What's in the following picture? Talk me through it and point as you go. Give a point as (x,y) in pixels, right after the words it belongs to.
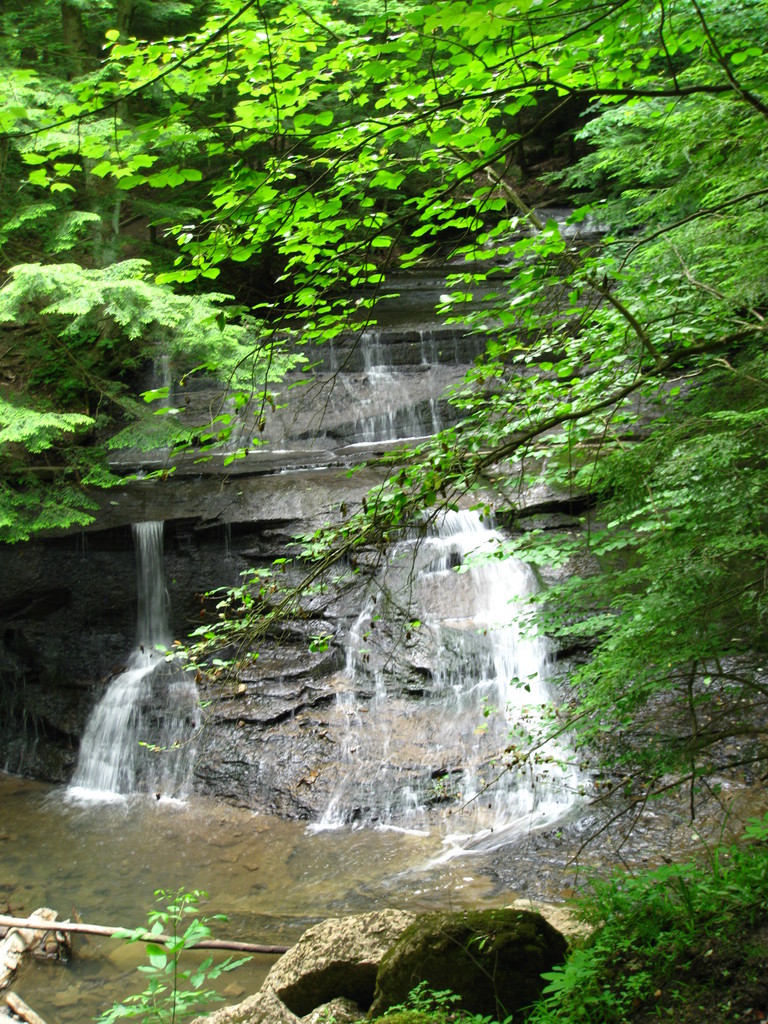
In the foreground of this image (123,975), there are trees (114,343), water (229,892) and the rocks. In the background (357,433), there is a waterfall (360,393) and the trees (83,44).
